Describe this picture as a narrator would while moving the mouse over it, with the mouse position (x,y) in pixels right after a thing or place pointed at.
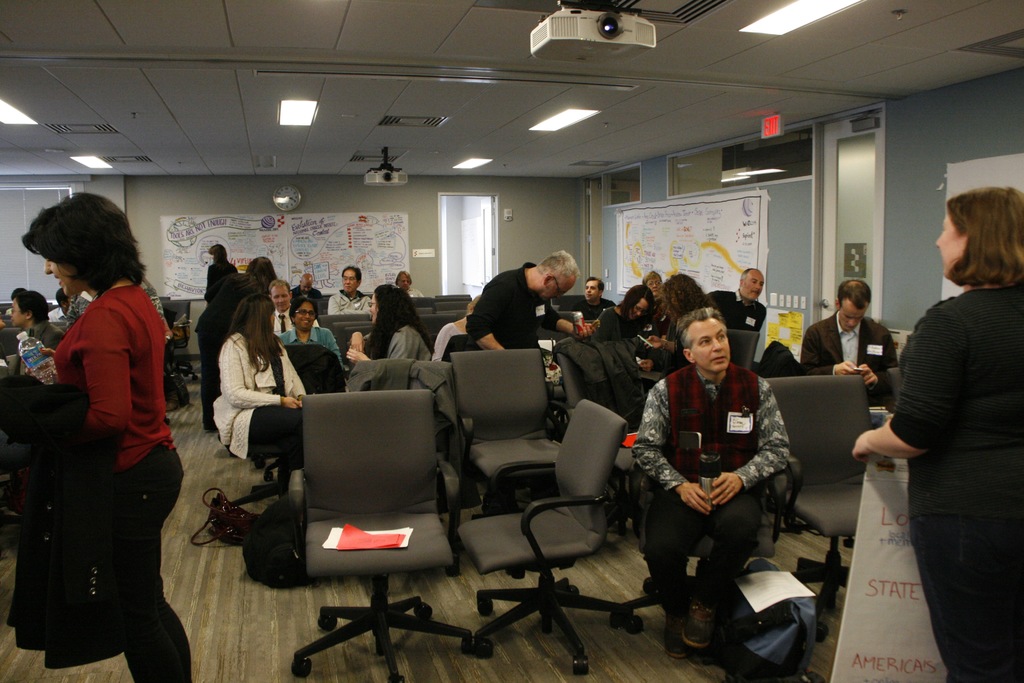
This is picture of inside of the room (535,157). There are group of people (137,283) in the image. There are charts (319,242) at the back (336,233) and there are projectors (580,55) and lights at the top (541,50). There is a clock (281,201) on the wall (272,187) and there are bags (274,572) at the bottom (740,681) and at the right (881,223) there is a door (856,170).
